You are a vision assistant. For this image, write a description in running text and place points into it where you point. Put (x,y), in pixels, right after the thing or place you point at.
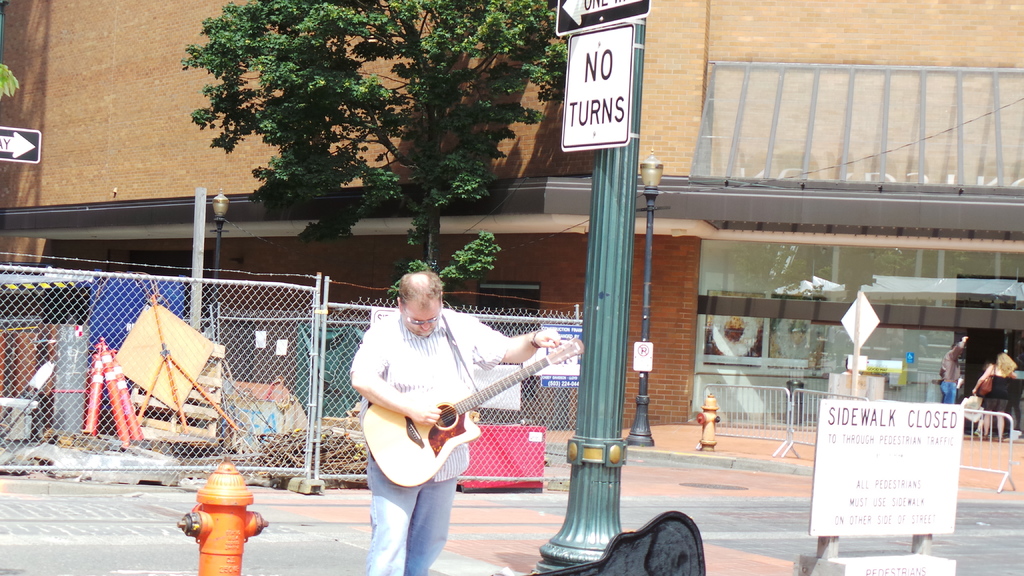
In the image there is a man (426,412) playing a guitar (429,442) on a street (544,501) and beside him there is a pole (621,353) with sign board (592,119) over it says no turn and at background (506,107) there is a tree (452,112).
